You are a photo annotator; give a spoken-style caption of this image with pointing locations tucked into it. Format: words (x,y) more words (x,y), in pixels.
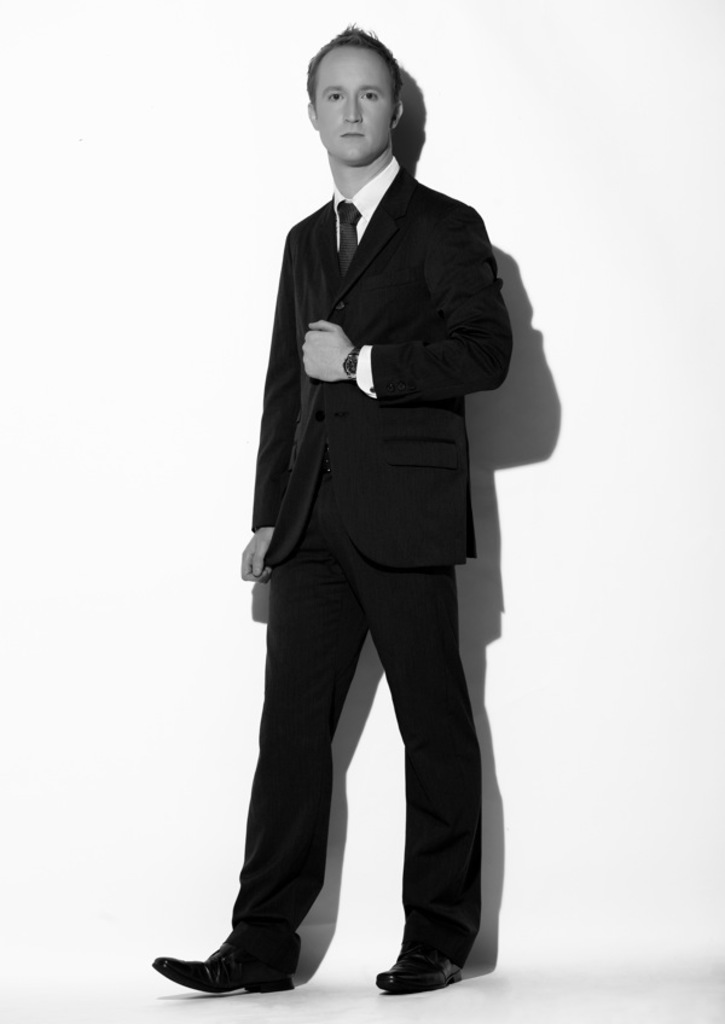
This is a black and white image. Here I can see a man (455,656) wearing a suit (440,301), standing and giving pose for the picture. The background (676,334) is in white color.
